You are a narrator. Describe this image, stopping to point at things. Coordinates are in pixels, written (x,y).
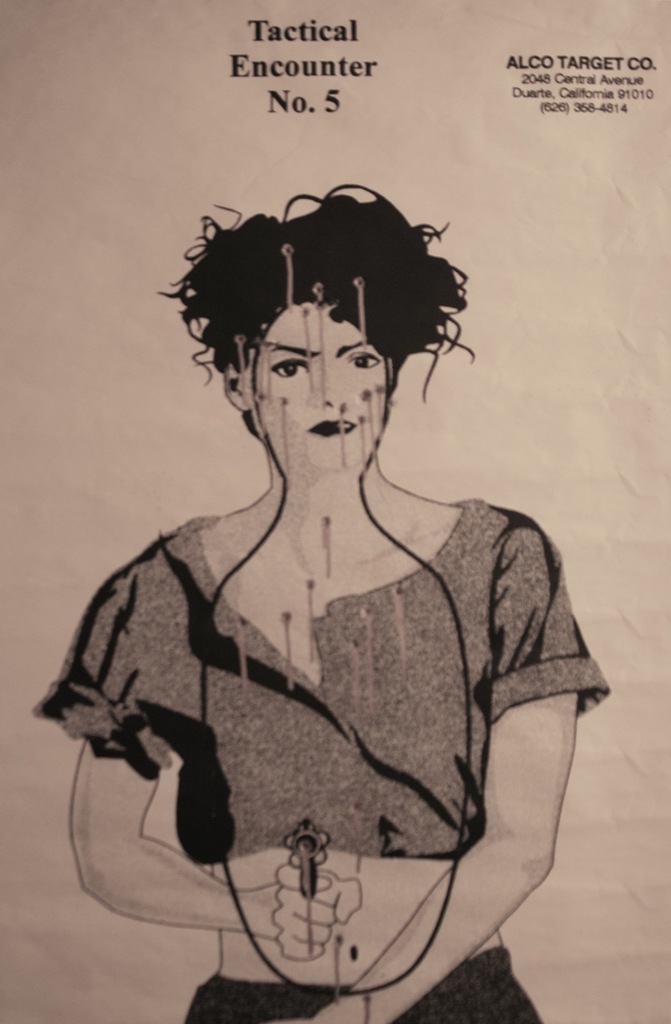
In this picture I can see a printed image (291,588) and I can see text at the top (325,59) and at the top right corner of the picture (587,103).
